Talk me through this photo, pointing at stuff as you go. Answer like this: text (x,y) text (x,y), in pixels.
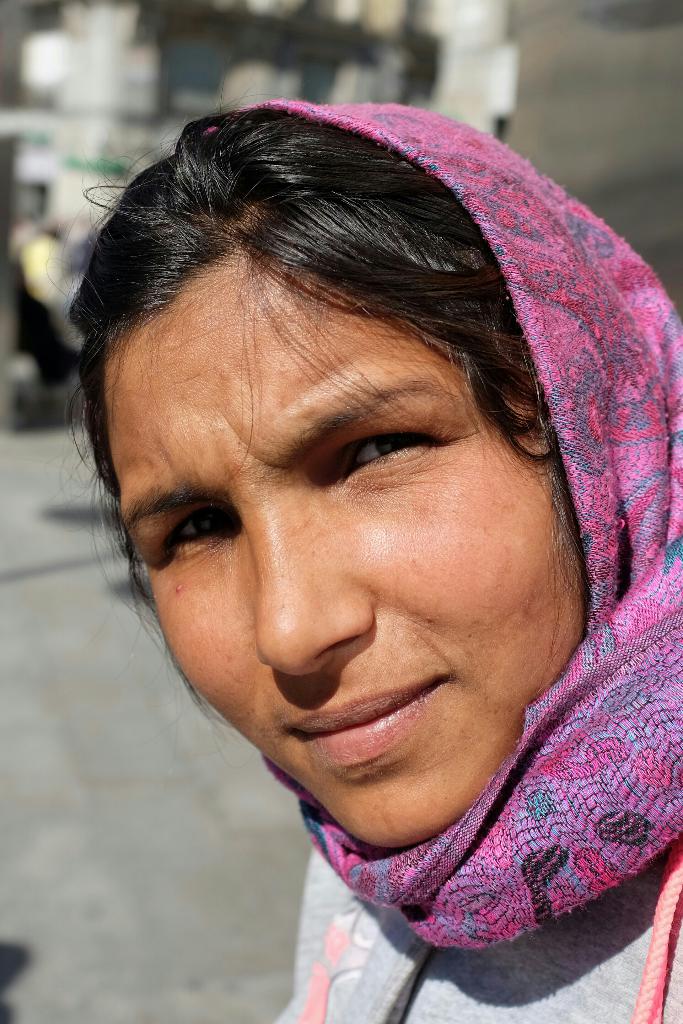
This image consists of a woman's face (340,583). She is wearing a scarf (597,362).
